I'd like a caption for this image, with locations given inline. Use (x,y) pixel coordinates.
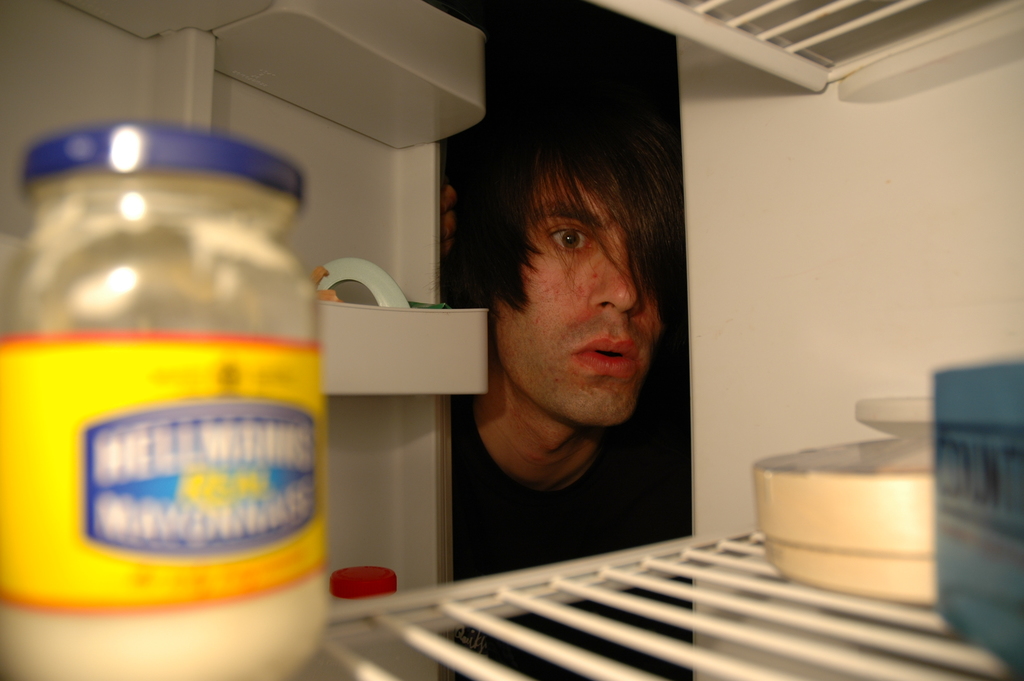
In this picture we can see a person (650,596), here we can see a shelf (676,590), tin (121,640) and some objects (782,563).
